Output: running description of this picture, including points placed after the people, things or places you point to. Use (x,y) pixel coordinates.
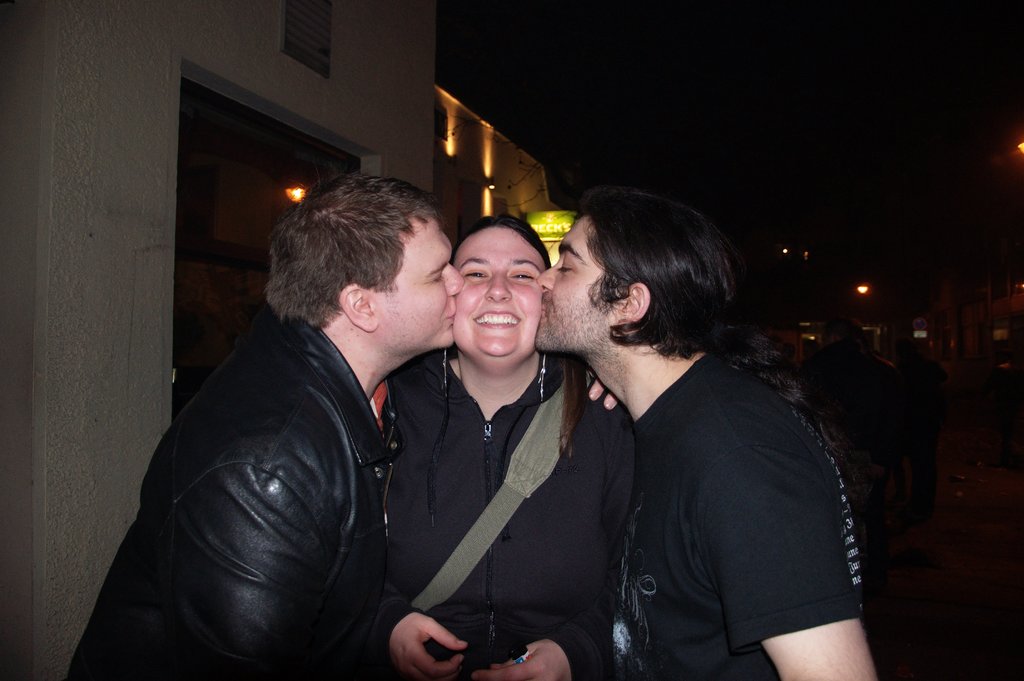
This woman (467,480) wore black jacket (495,596) and smiling. Beside this woman (494,392) two mans (304,550) are kissing on her cheeks (478,308). This man (653,324) wore black t-shirt (679,497) and this man (311,463) wore black jacket (291,478). We can able to see buildings (473,166) with lights (451,156). Far these persons (871,403) are standing.
